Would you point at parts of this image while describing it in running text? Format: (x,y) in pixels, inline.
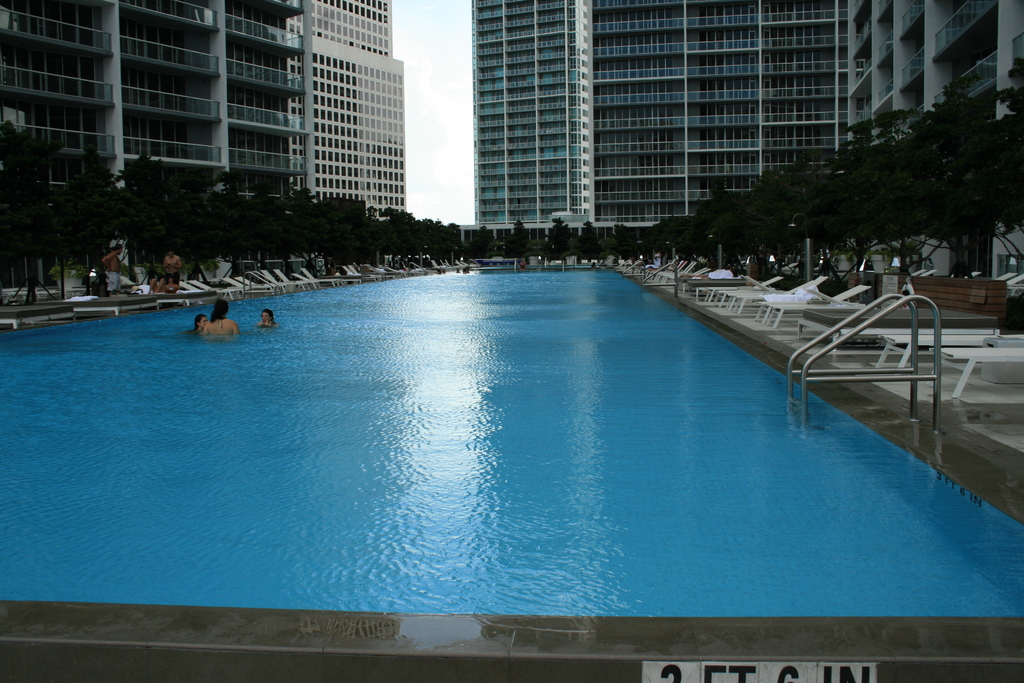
In this picture there are three persons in the swimming pool (282,527). On the left side of the image (104,258) there are group of people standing at the chair (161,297). On the right side of the image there are chairs (972,357) and there is a handrail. At the back (726,225) there are buildings (655,186) and trees (123,224). At the top (472,88) there is sky (415,5). At the bottom (317,524) there is water (428,390).
